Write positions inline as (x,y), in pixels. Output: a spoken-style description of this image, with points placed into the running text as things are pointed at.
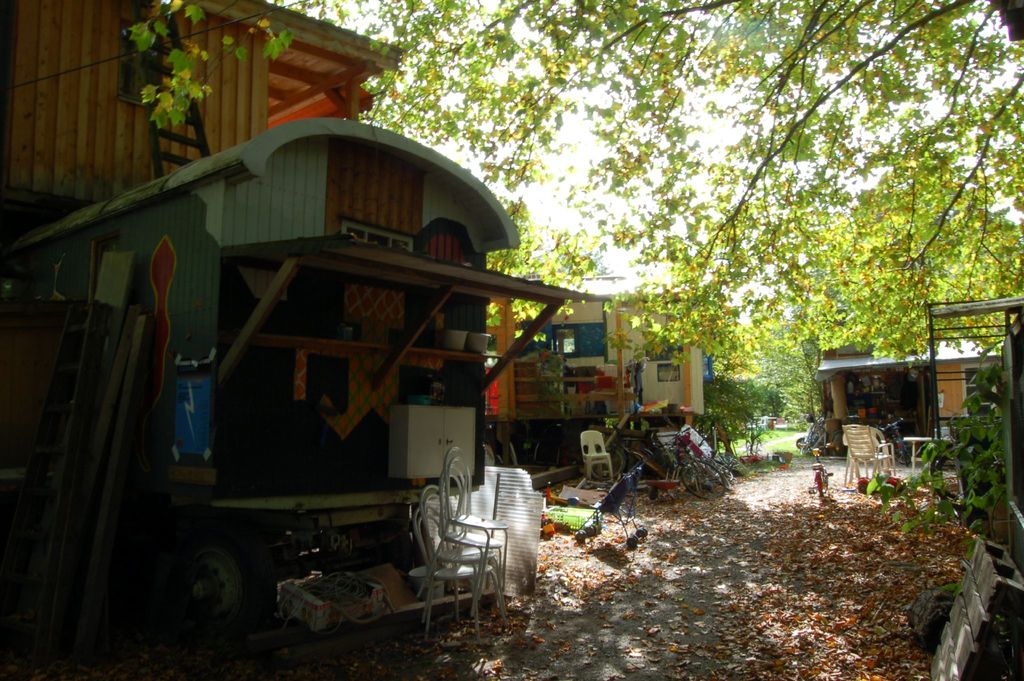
On the left side (221,148) there is a building (246,260). There are ladders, wooden poles (109,384). There is a tire (196,587). On the building (310,374) there is a rack (371,343). On that there are many items (345,325). Also there is a cupboard (415,441). Near to that there are chairs (473,518). On the ground (774,583) there are leaves (766,573). Near to that there is a stroller (611,502). In the back (699,351) there are buildings (619,352). There are chairs (845,437), cycle (827,483). On the right side (916,159) there is a tree (946,153). In the background (712,313) there are trees (656,312).
